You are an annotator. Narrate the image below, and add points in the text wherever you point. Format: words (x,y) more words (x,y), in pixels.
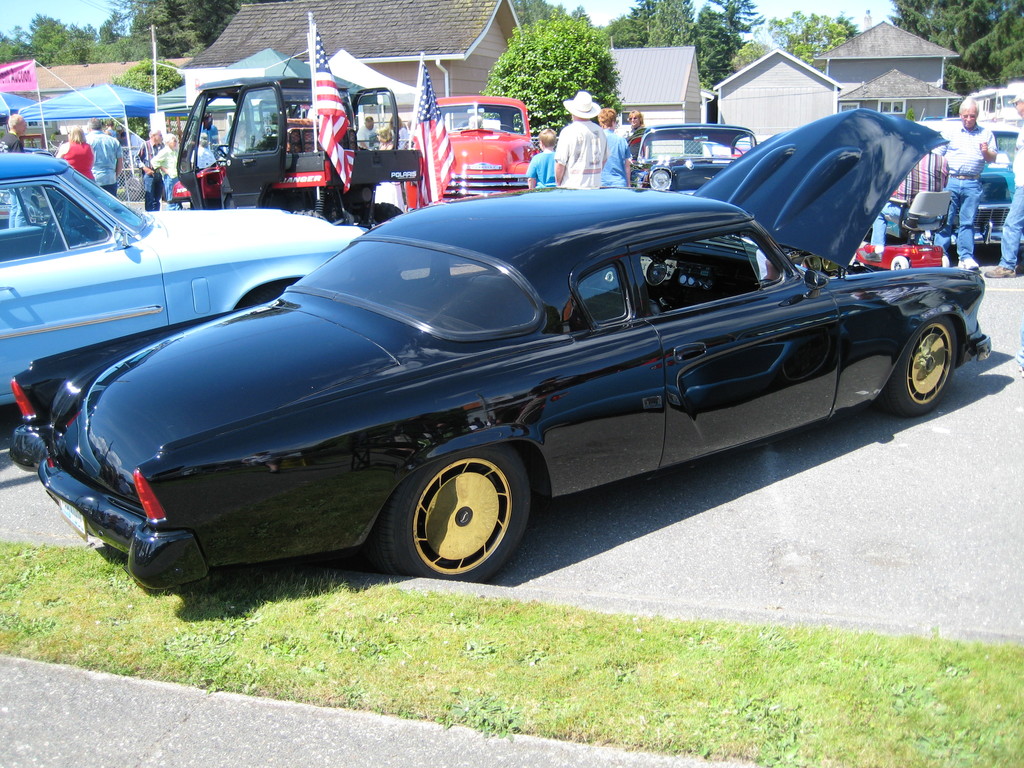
In this image we can see some vehicles (818,201), people (367,143), flags (318,122) and other objects (68,115). In the background of the image (387,55) there are houses (511,33), trees (661,36) and the sky (880,10). At the bottom of the image (482,644) there is the grass (559,644) and the floor (22,691).
